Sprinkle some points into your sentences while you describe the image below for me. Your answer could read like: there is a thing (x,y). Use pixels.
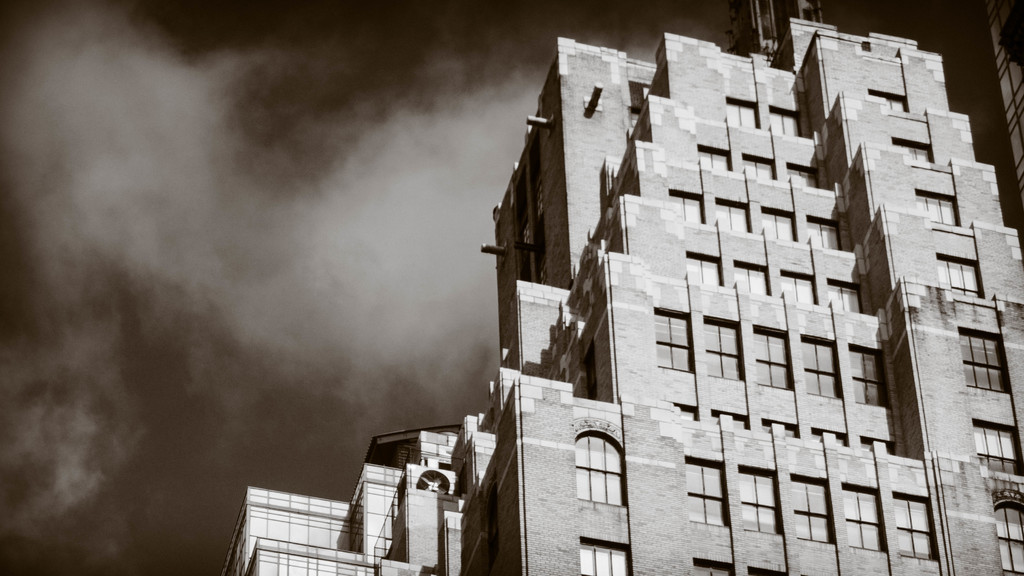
In this image we can see a black and white picture of a building (640,304) and the sky (360,28) with clouds (303,304).
